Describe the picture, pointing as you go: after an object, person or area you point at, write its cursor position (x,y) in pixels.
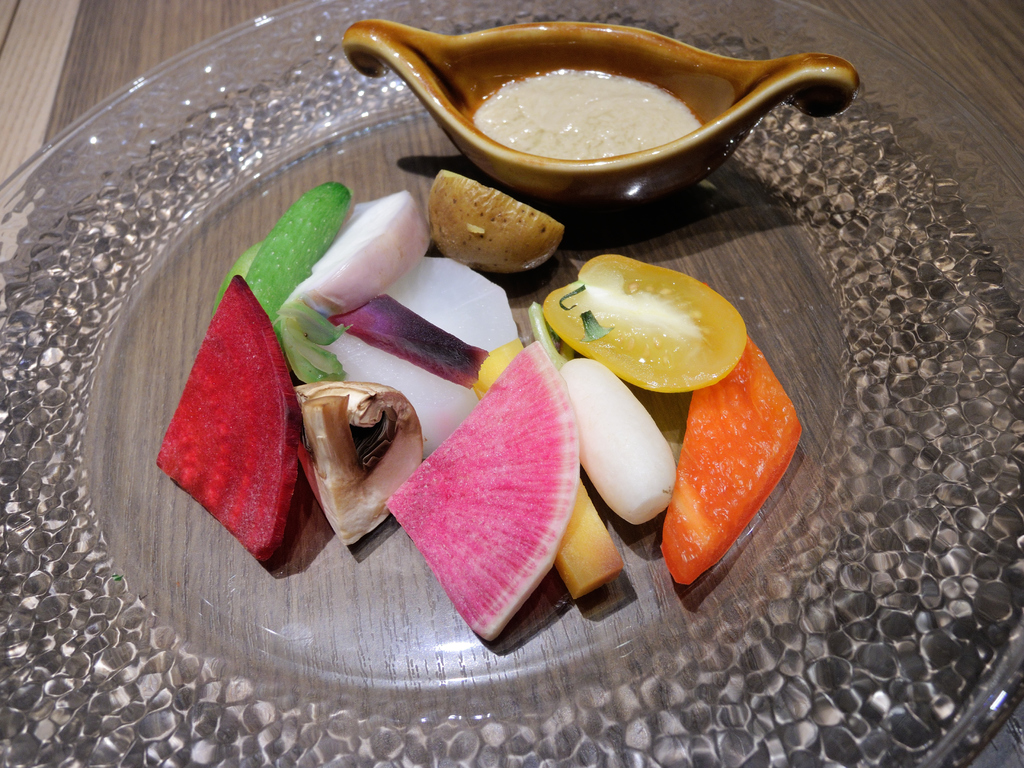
In this image, we can see a plate (930,506) contains some food (344,267). There is a bowl (605,39) at the top of the image (592,33).
